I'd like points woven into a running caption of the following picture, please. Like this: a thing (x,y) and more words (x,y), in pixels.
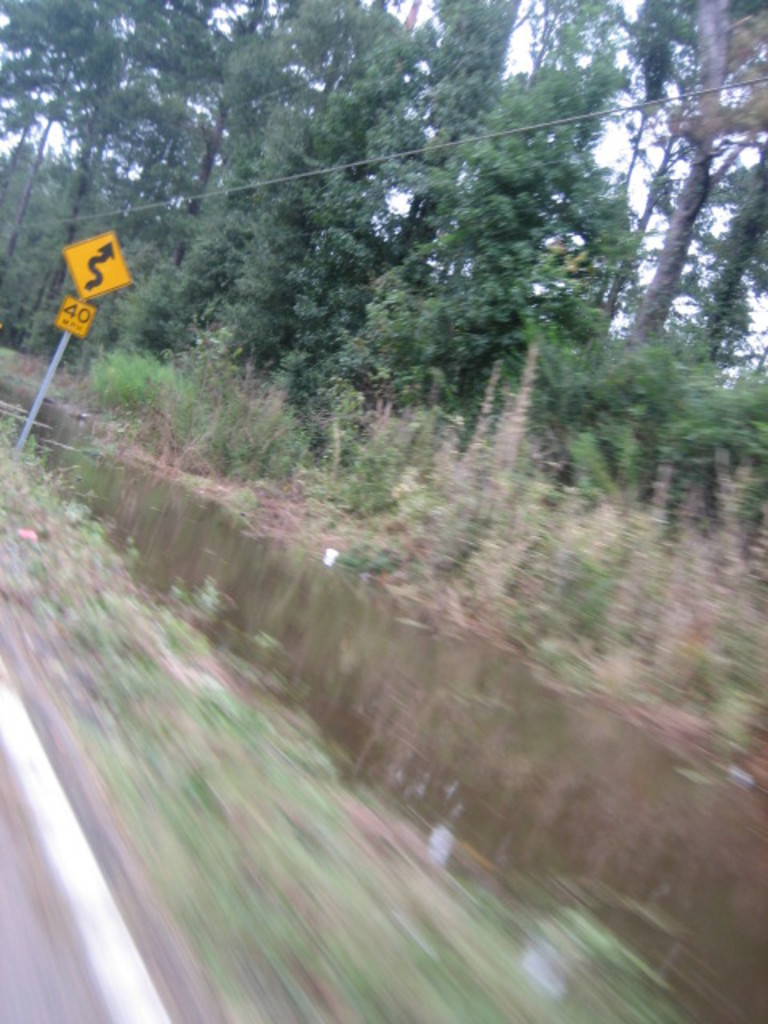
In this image we can water (269,591). On the left side (100,264), we can see a signboard (109,260) with some text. In the background (547,440), we can see trees (210,105) and sky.
